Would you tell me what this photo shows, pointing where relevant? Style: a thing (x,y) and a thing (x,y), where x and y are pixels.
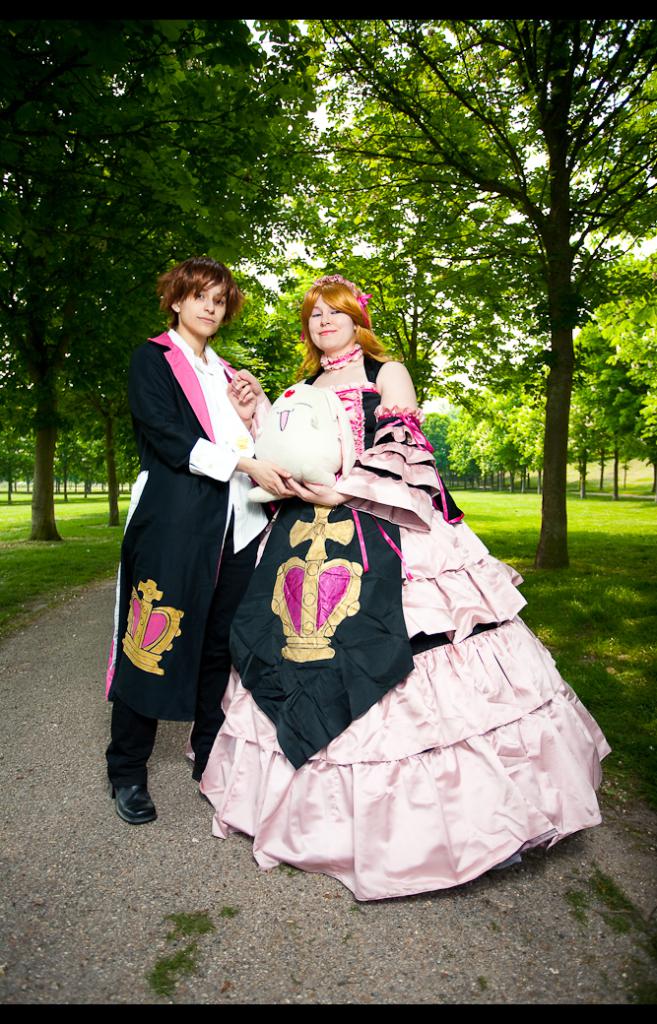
In this image I can see two people (345,514) are standing and holding something. In the background (171,218) I can see few trees (251,119) in green color.
